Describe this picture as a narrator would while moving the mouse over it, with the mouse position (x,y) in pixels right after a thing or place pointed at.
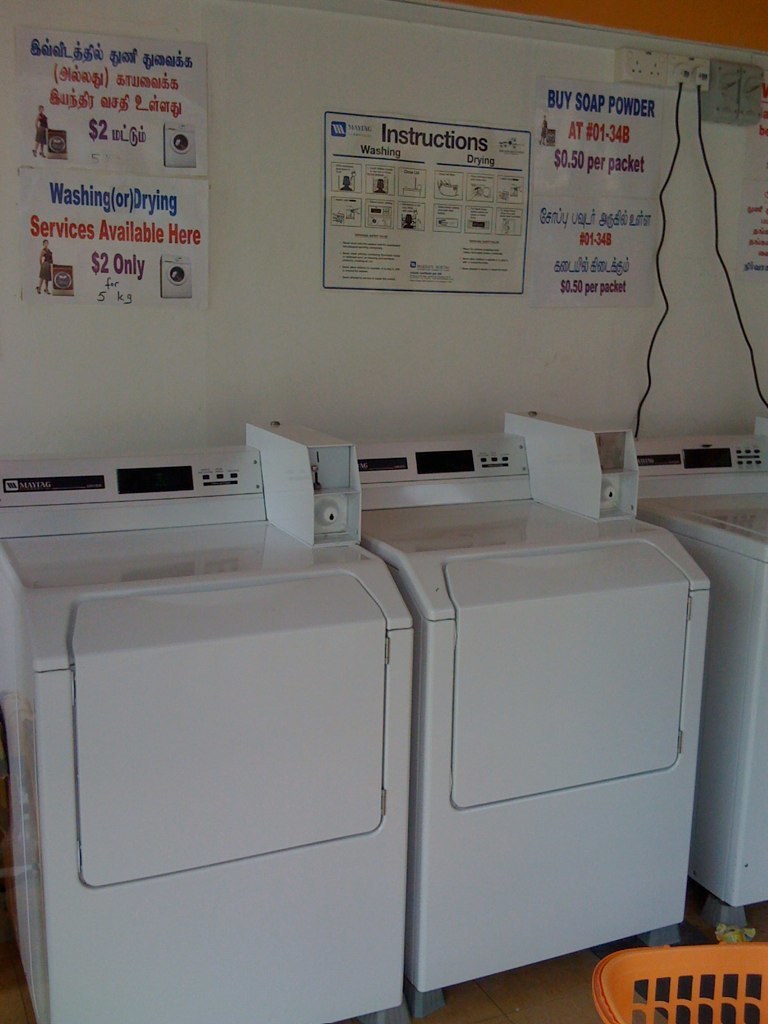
In the center of the image (411,454), we can see laundry machines (480,563) and in the background (152,198), there are posters (416,164) placed on the board (381,339). At the bottom (680,1010), there is a basket (700,996).
